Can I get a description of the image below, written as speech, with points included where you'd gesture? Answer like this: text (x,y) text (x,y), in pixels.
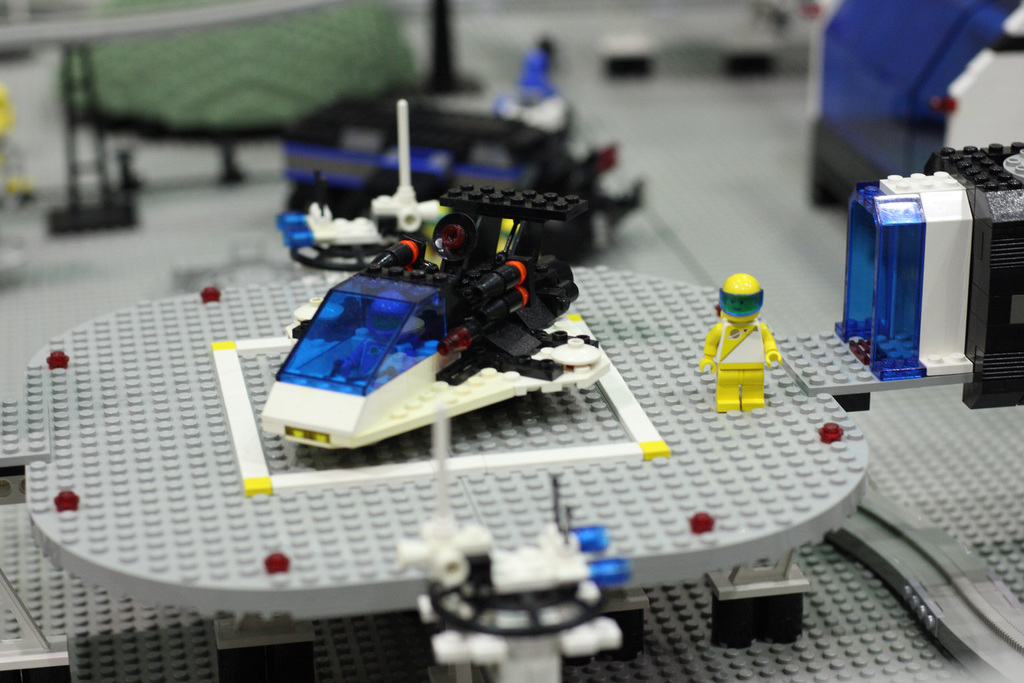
In this image there is a miniature art (579,330) made of blocks (337,309). In the center (468,374) there is a vehicle (394,363). Beside it there is a person (722,348) standing. At the top (404,84) it is blurry.
